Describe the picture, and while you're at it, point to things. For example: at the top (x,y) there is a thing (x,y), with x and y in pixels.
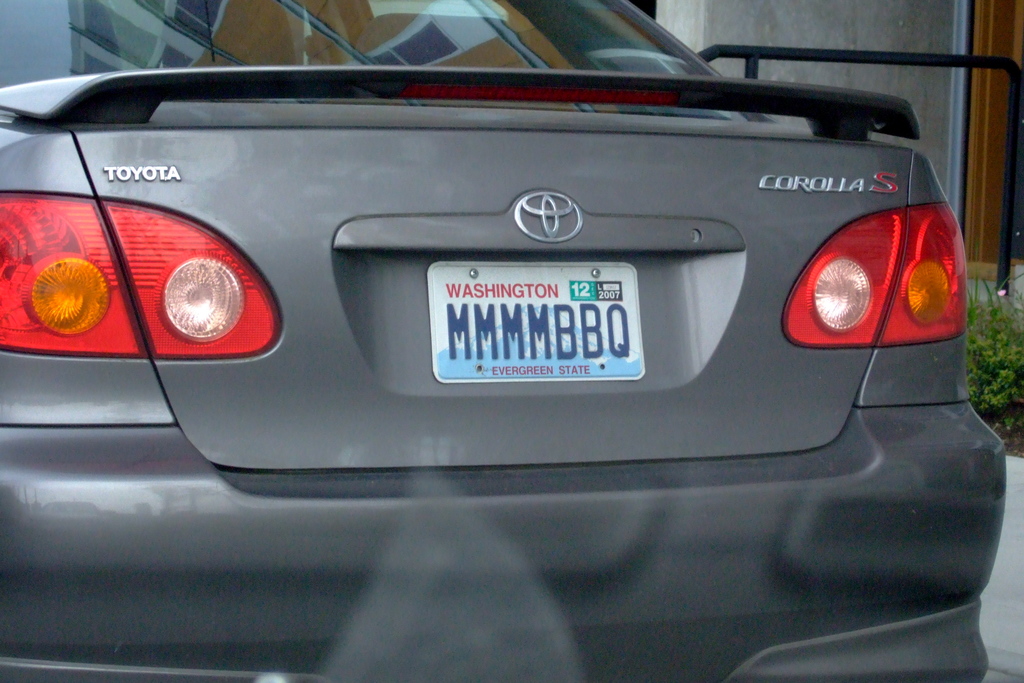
In this picture we can see a car (447,448) in the front (471,462), on the right side (998,371) there is a plant (998,336), in the background (880,83) we can see a wall (802,12).
